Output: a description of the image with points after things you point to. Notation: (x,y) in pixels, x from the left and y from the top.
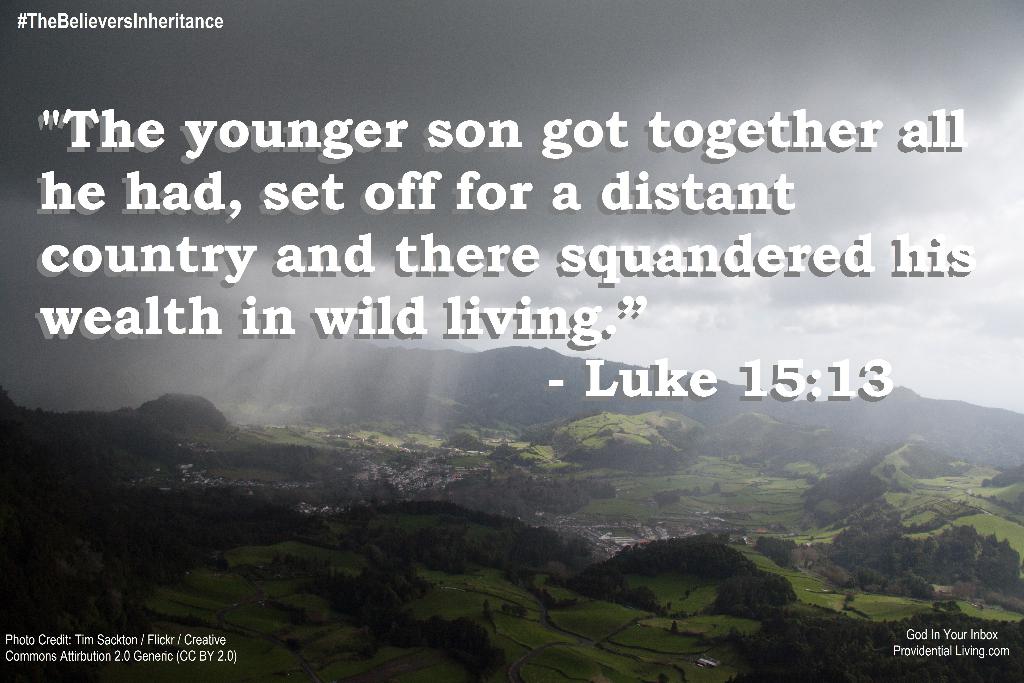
In this image we can see the text (791,379). In the background (367,399) we can see the hills (812,447), trees (768,540), grass (692,610) and there is a cloudy sky (914,323).
